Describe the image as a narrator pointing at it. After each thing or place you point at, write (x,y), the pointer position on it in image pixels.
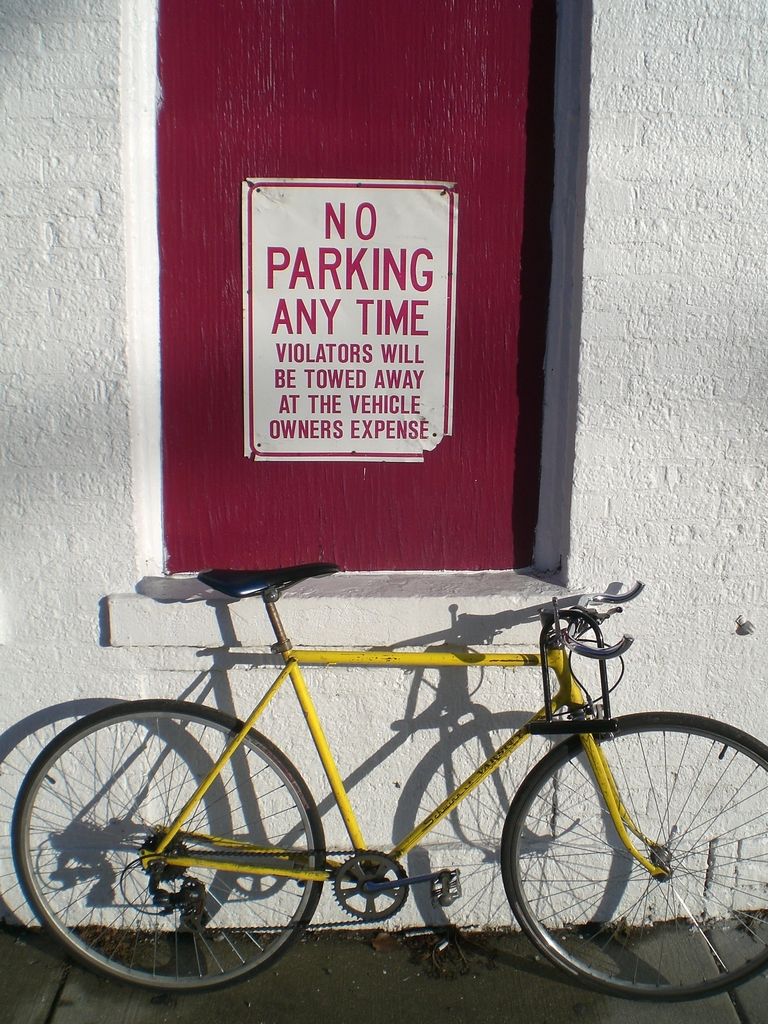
In this image, I can see a bicycle (435,822), board (361,436) and a wall (497,711). This image is taken, maybe during a day.
